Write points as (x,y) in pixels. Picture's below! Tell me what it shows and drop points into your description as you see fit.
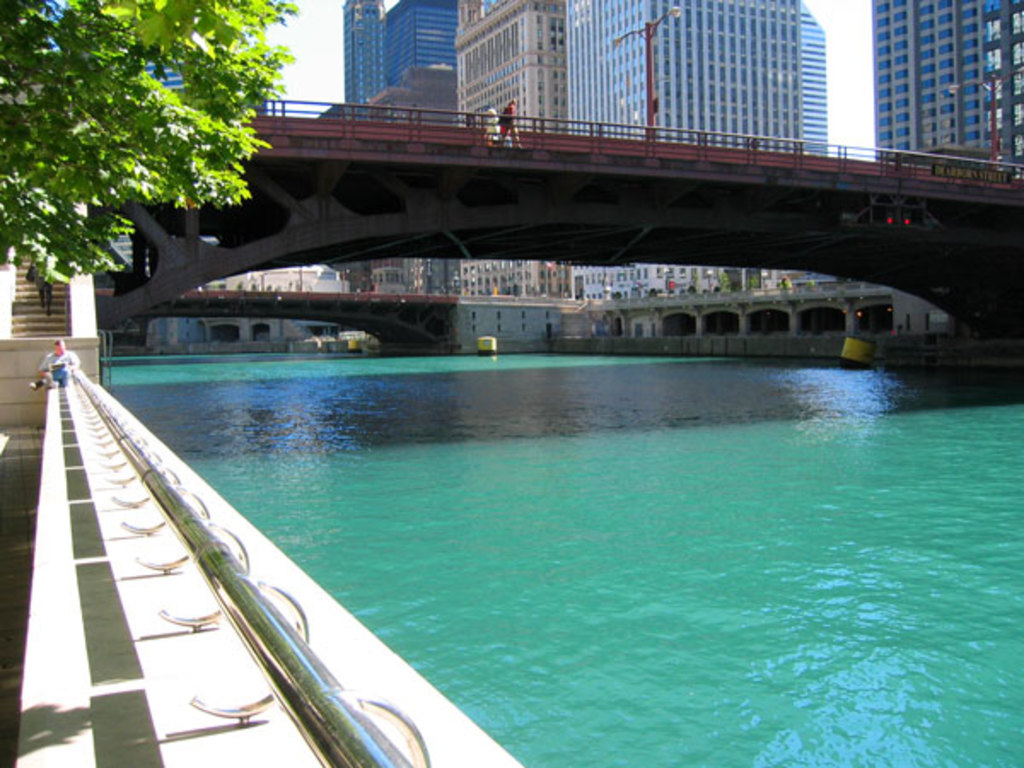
Above this water (517,458) there are bridges (449,194). Left side of the image (204,53) there is a trees (78,267), people (55,363) and steps (28,293). Right side of the image (919,105) there are buildings (637,59) with windows (629,20). A person (510,108) is walking on this bridge (538,149).
